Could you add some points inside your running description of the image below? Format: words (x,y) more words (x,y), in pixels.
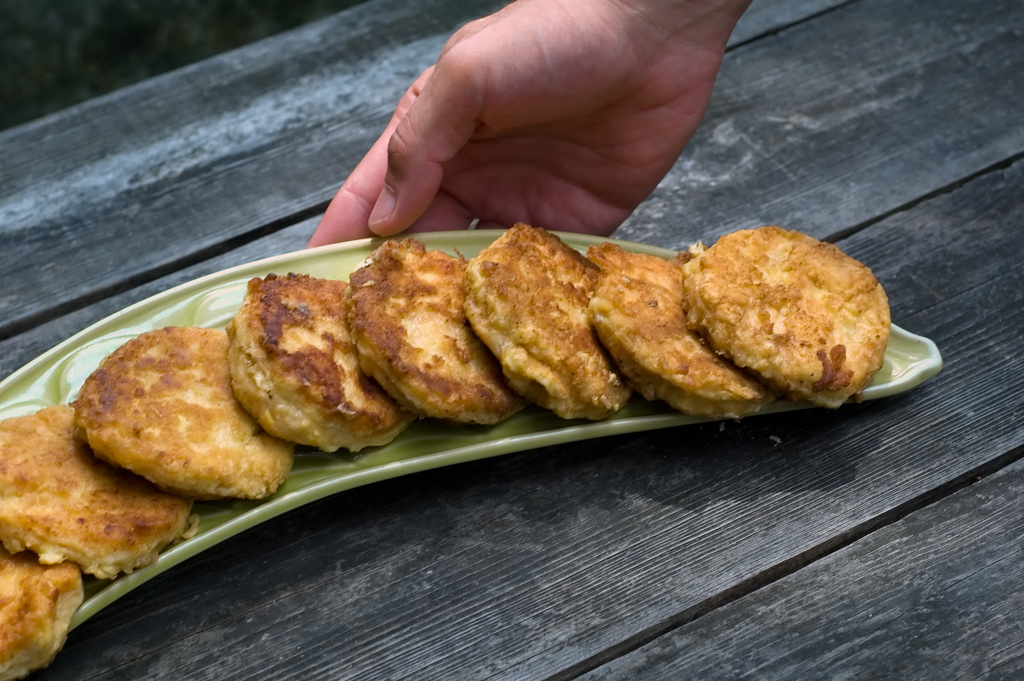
In this picture we can see some food items (546,371) in the tray (575,238), placed on the wooden table top (714,471). Above we can see a person hand (509,181).
